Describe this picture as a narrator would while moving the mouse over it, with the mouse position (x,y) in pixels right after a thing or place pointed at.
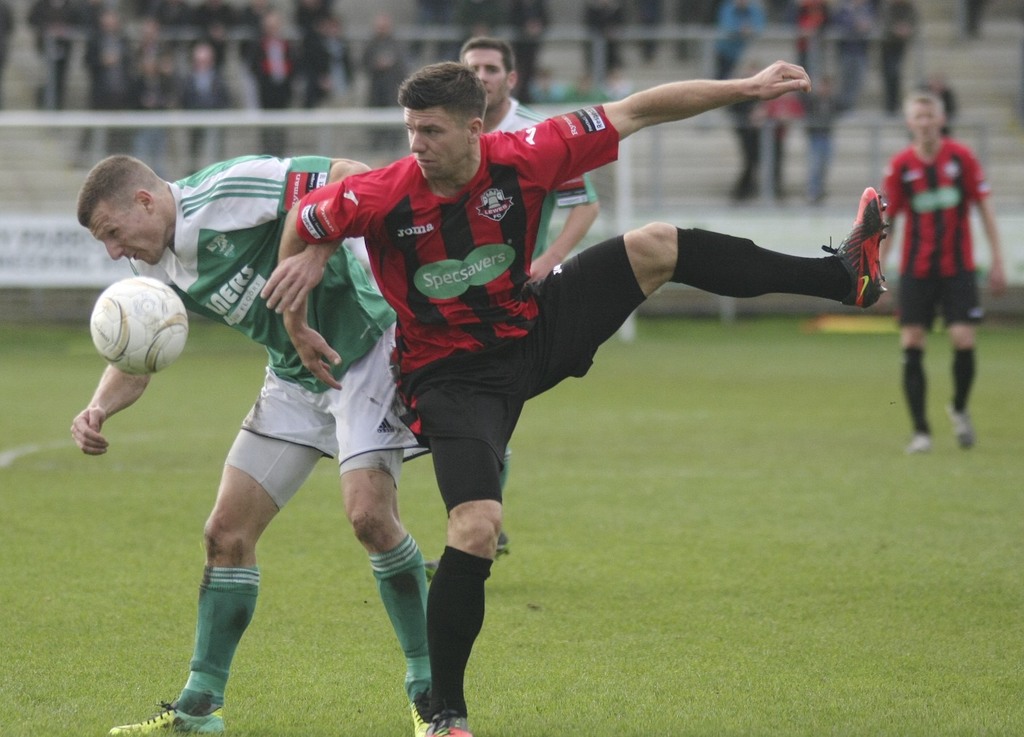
In this picture I can see there are a few people (486,560) standing in the playground (607,556) and they are wearing a jersey (211,288). In the backdrop (133,93), there are a few people (294,85) standing and watching them.
